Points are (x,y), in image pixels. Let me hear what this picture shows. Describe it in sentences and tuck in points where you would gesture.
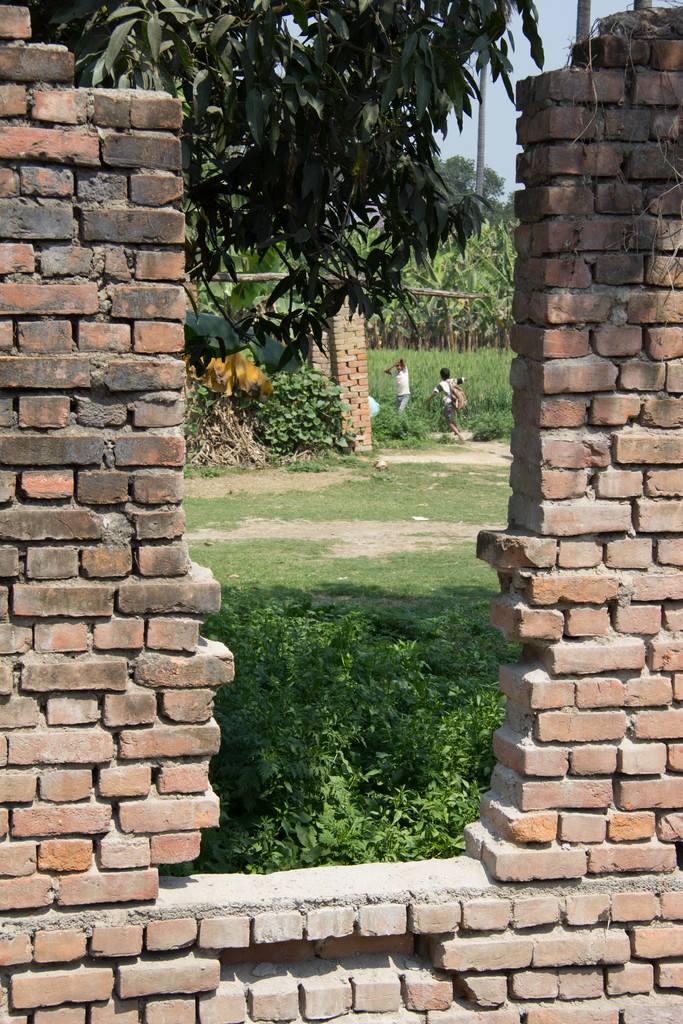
In this image I can see the wall (408,878). In the background (410,413), I can see two persons (401,396), the grass (433,358) and the trees (432,272).
